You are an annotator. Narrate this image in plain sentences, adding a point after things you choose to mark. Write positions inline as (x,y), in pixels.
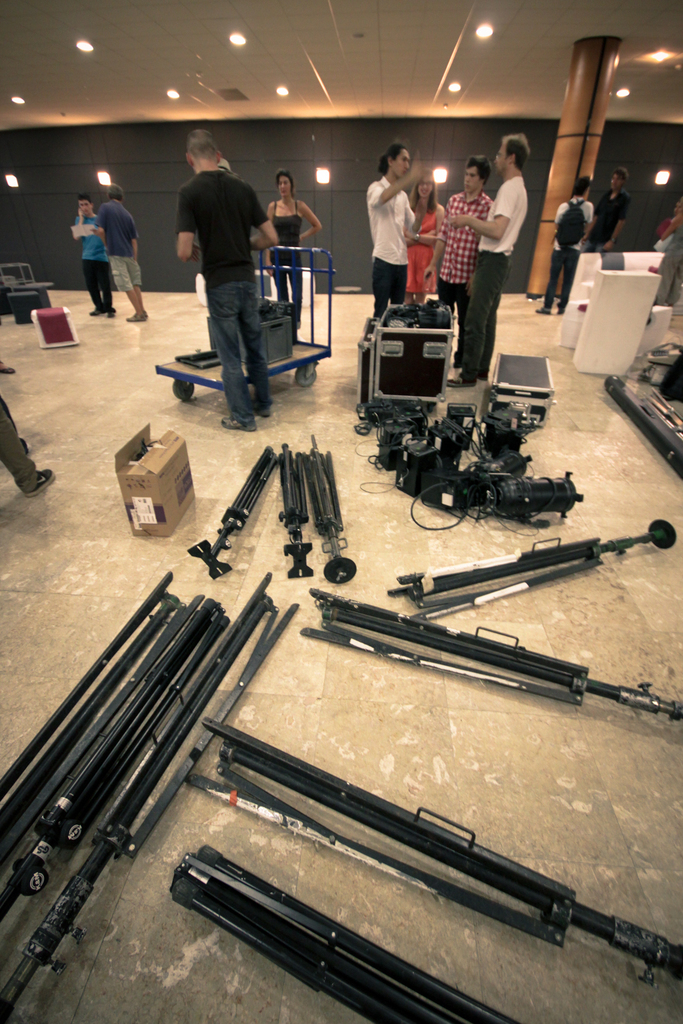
In this image we can see people (259,244) are standing on the floor (333,407). On the floor (80,963), we can see so many different metal objects (426,471), a cart (324,357) and carton box (151,500). In the background (353,147), we can see a wall (344,186) with lights (323,173). At the top of the image (472,73), we can see a roof (392,55) with lights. There is a pillar (578,167) in the right top of the image (584,122).
